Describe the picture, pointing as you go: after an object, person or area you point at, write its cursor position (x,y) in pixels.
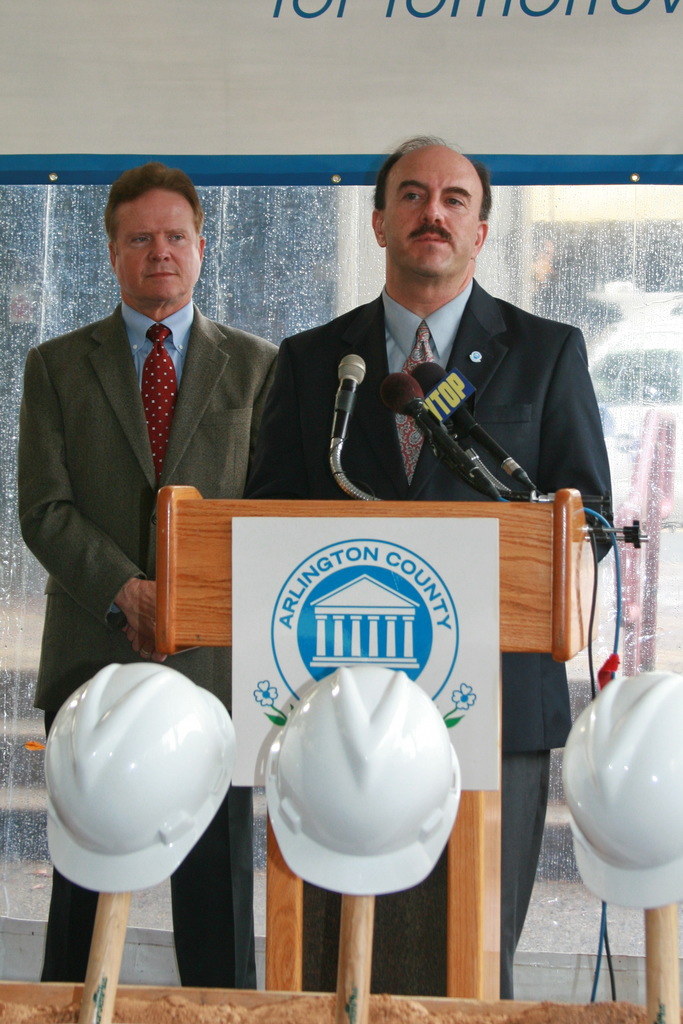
This image consists of two persons (167,455) wearing the suits (281,416) and ties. In the front (365,598), there is a podium (527,610) made up of wood (517,524) on which there are mics (520,471). At the bottom (94,740), we can see the helmets (396,764) in white color on the sticks (100,993). In the background (333,195), there is a glass window (505,219).
